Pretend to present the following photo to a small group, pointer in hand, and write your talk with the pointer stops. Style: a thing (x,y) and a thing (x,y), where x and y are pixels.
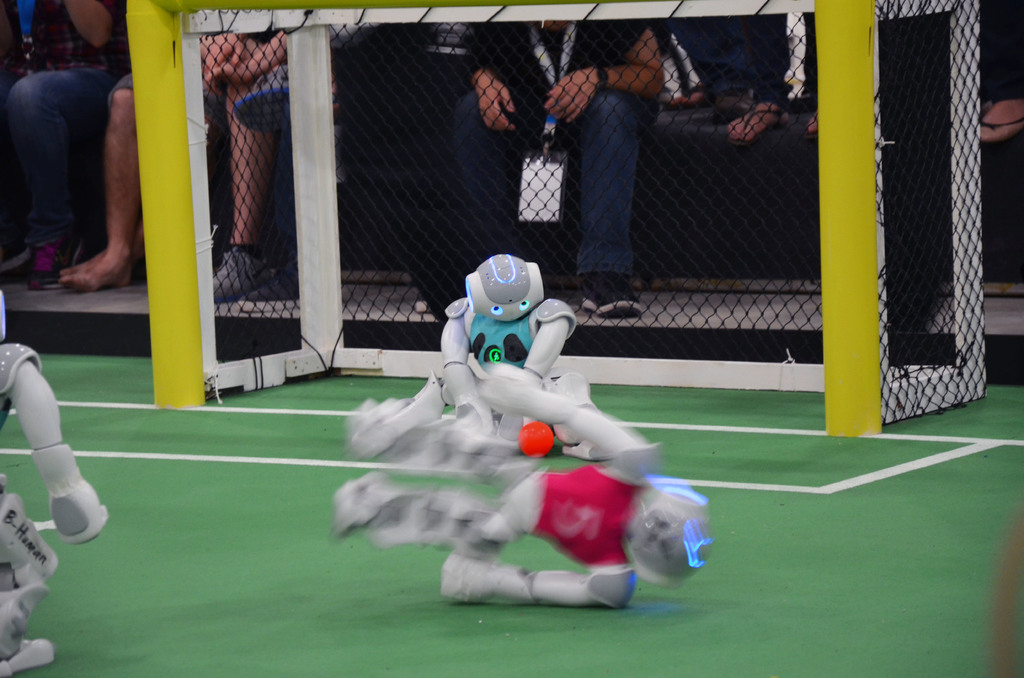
On the left side (1,576), there is a white color robot (9,586) on a green colored court (99,641). In the middle of this image (519,361), there are two robots (530,528) playing football on the green colored court (496,635). In the background (391,160), there is a net (733,156) and there are persons (15,55) in different color dresses (15,58) sitting.
